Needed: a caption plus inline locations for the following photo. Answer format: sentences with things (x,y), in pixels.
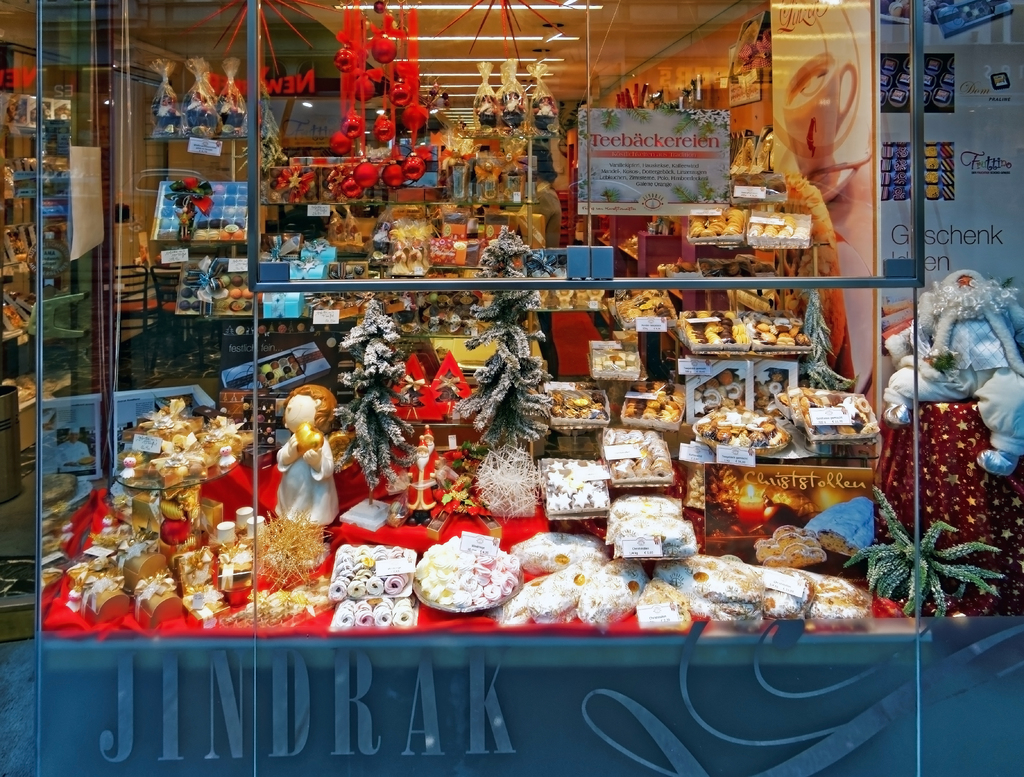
In this image we can see the glass (452,722) with text (341,713) and design (788,736), through the glass (540,753) we can see there are boxes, covers (806,399), cloth (507,523), dolls (301,445), trees (362,424) and a few objects (57,103). And at the right side (837,189), we can see a banner (831,210) with image (863,526) and text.
